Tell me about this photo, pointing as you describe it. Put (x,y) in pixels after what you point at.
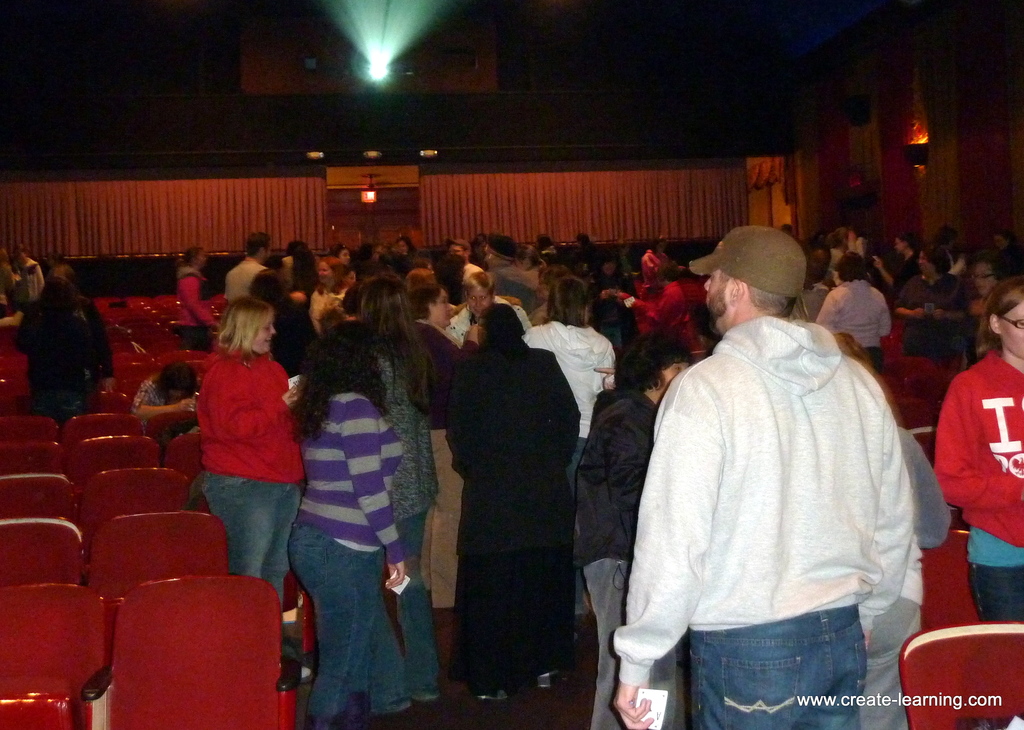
In the image we can see there are lot of people (689,520) who are standing and few people (165,380) are sitting on chair (165,477).
